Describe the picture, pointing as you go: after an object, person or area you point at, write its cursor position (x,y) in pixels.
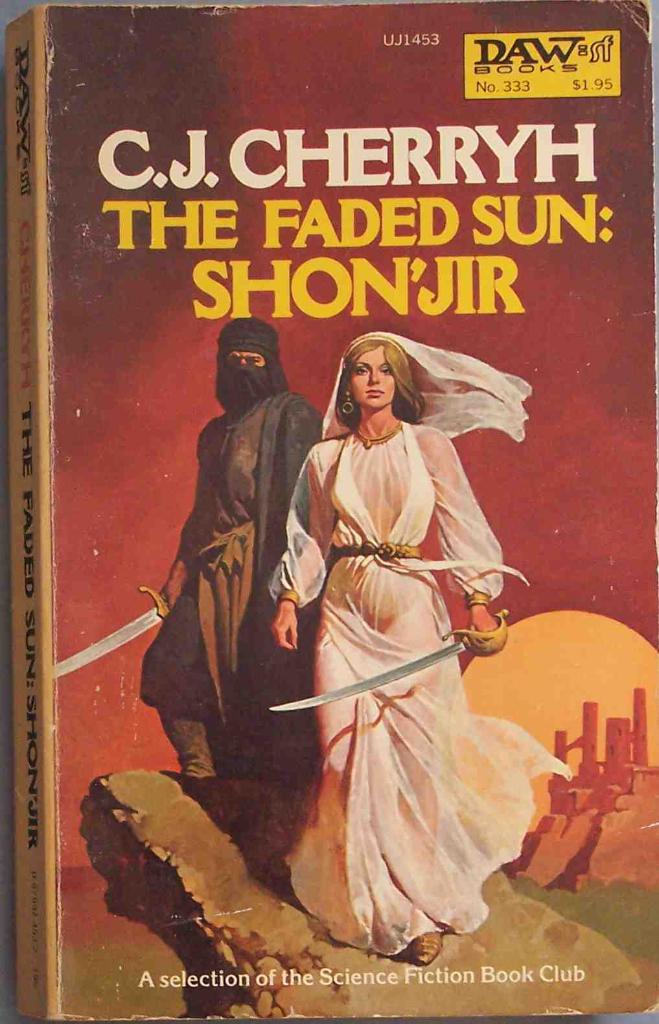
In this image, I can see a book (252,733) with the photos (230,450) of two persons (255,584) standing on a rock (313,971) and there is some text (365,153).
